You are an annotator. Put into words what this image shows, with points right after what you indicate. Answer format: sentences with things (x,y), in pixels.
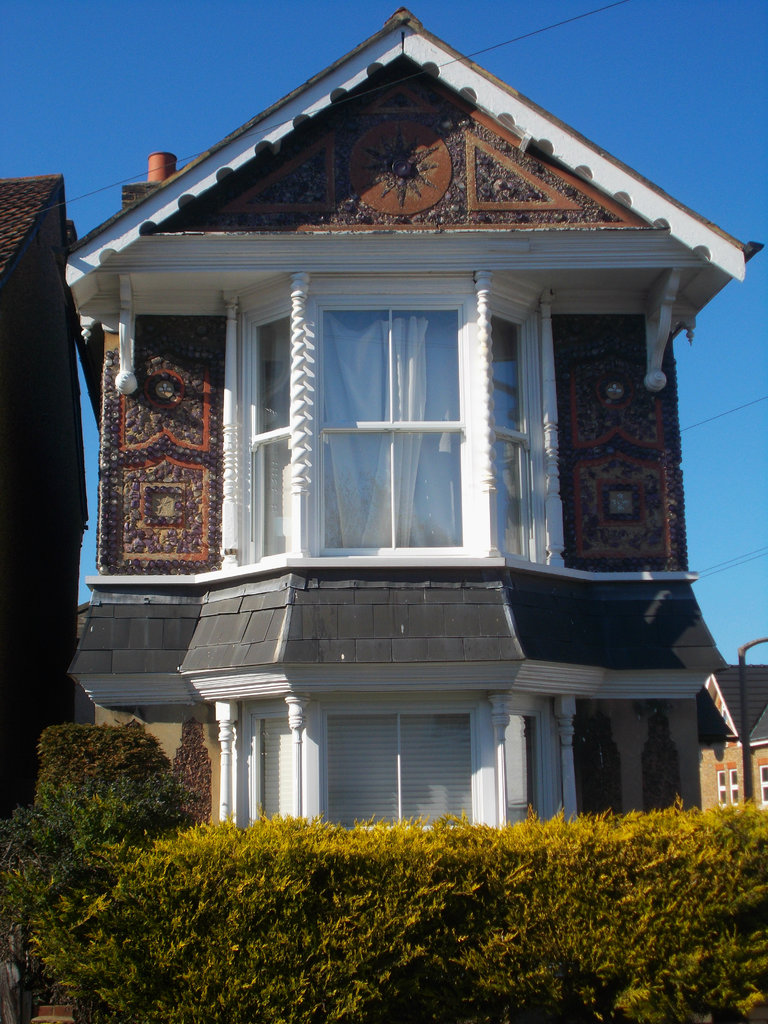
Here in this picture we can see a house (231,445) present and in the middle (355,499) we can see windows (385,719) present and in the bottom (256,843) we can see bushes (206,1003) present and we can see the sky (357,1) is clear and in the far we can see a house (730,677) present.
